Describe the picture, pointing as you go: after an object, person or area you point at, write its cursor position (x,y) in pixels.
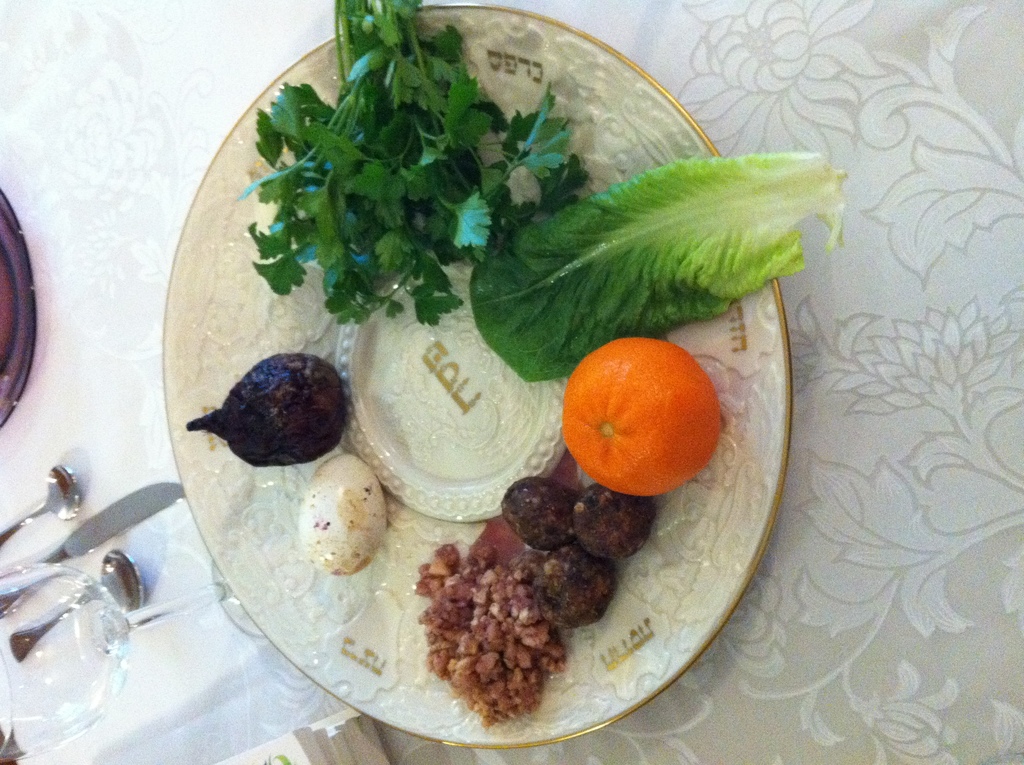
This image consist of food (582,437) which is on the plate (487,477) in the center (471,350). On the left side of the plate (241,557) there are spoons (122,579), there is a glass (98,611), and a knife (113,523).
